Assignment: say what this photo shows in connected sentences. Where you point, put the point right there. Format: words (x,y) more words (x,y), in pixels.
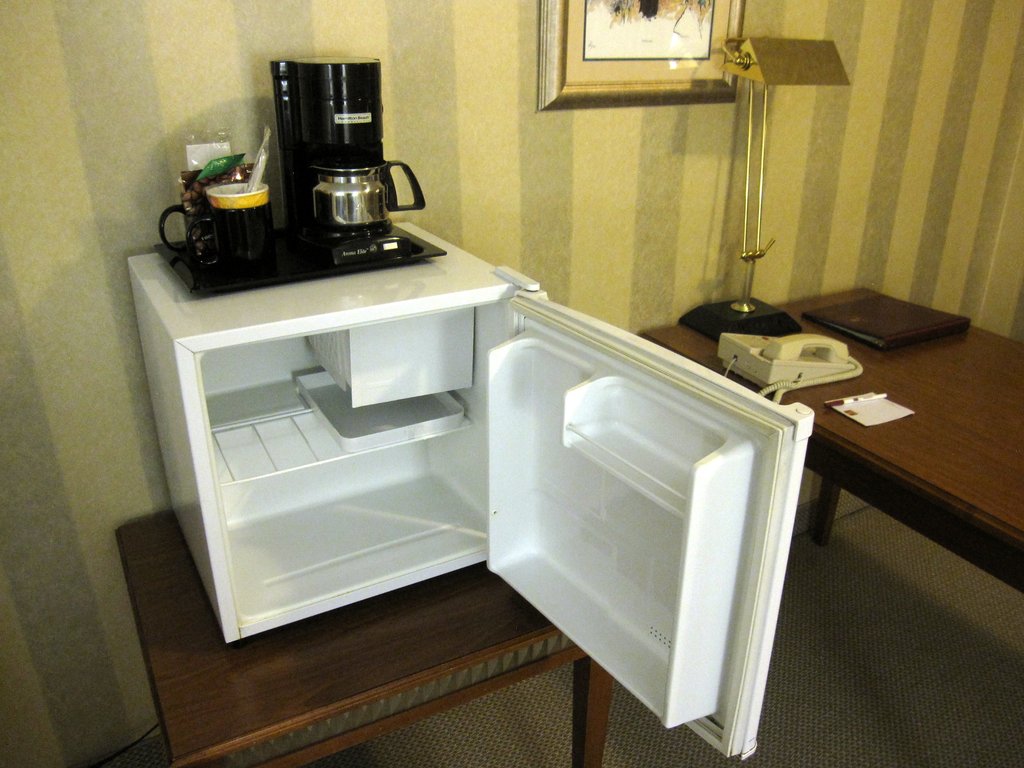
This image is taken indoors. In the background (97,351) there is a wall (120,247) with a picture frame (724,37) on it. On the right side of the image (960,445) there is a table (913,403) with a book (903,335), a paper (881,419), a telephone (735,349) and a lamp (769,75) on it and there is a floor (864,672). In the middle of the image (418,405) there is a table (420,670) with a mini refrigerator (352,362) on it. There is a tray (264,269) with a cup (248,237), a kettle (353,202) and a few things (218,160) on the mini fridge (245,314).
